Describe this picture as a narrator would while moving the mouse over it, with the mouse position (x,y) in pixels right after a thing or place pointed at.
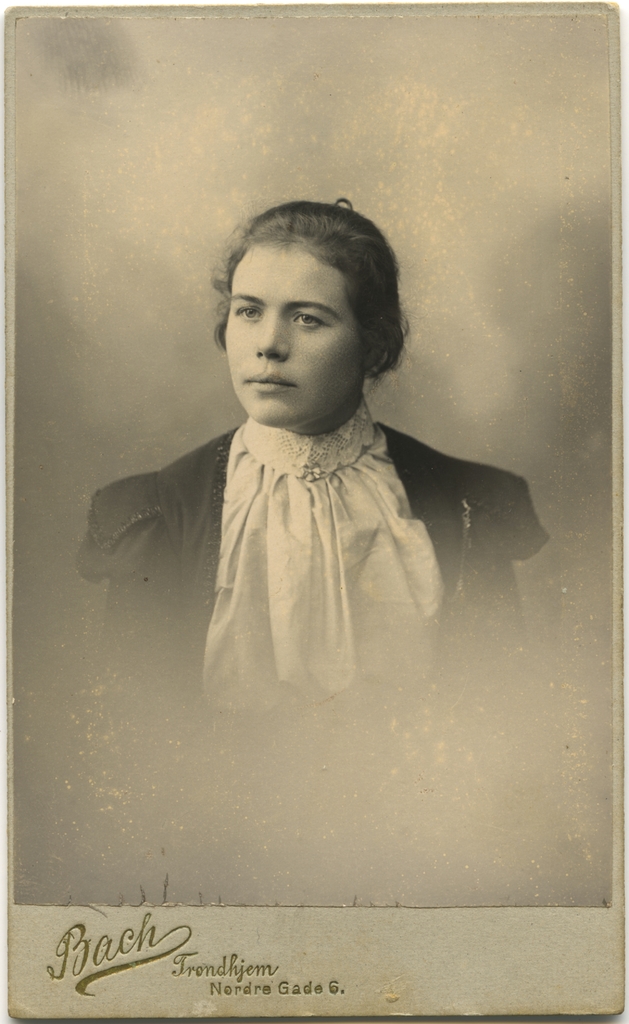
In this image we can see a poster (299,570). On the poster (505,482) we can see picture (472,636) of a woman (314,441) and text (74,962) written on it.
